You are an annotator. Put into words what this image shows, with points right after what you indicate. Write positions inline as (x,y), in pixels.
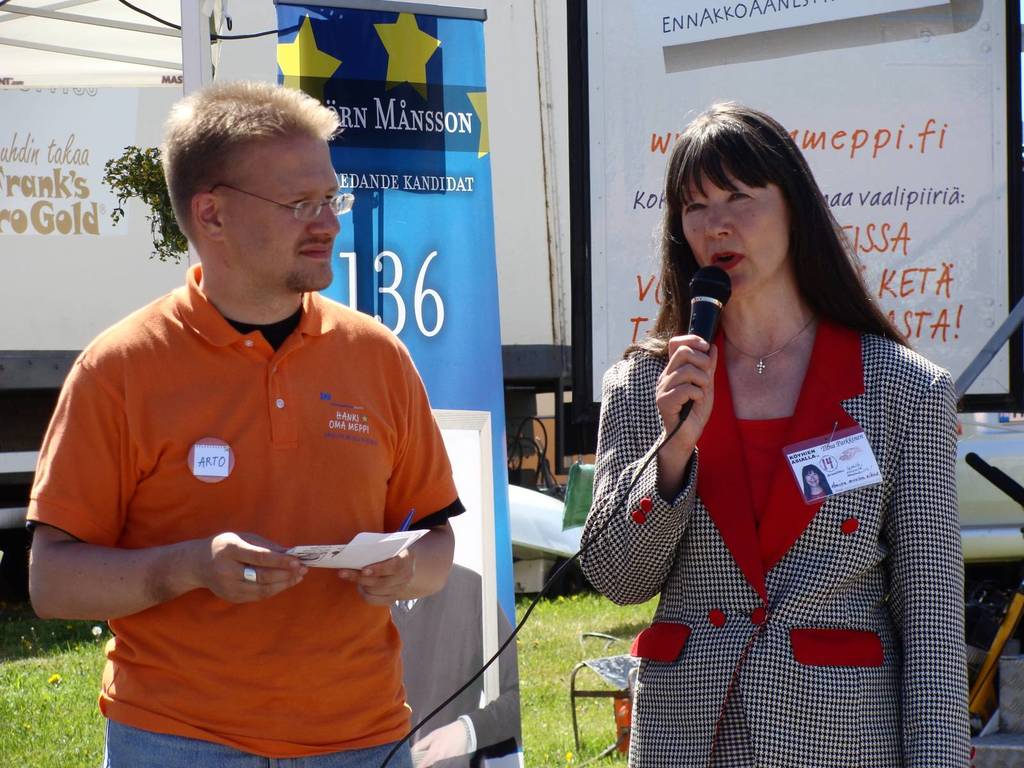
In this picture there is a man (334,599) standing and holding a pen (406,526) and paper (373,541) in his hand (359,569). There is a woman (725,437) standing and holding a mic (713,290) in her hand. There is some grass (552,663) on the ground (550,625). There are few posters (340,80) and some objects (995,665) at the background (992,680).
